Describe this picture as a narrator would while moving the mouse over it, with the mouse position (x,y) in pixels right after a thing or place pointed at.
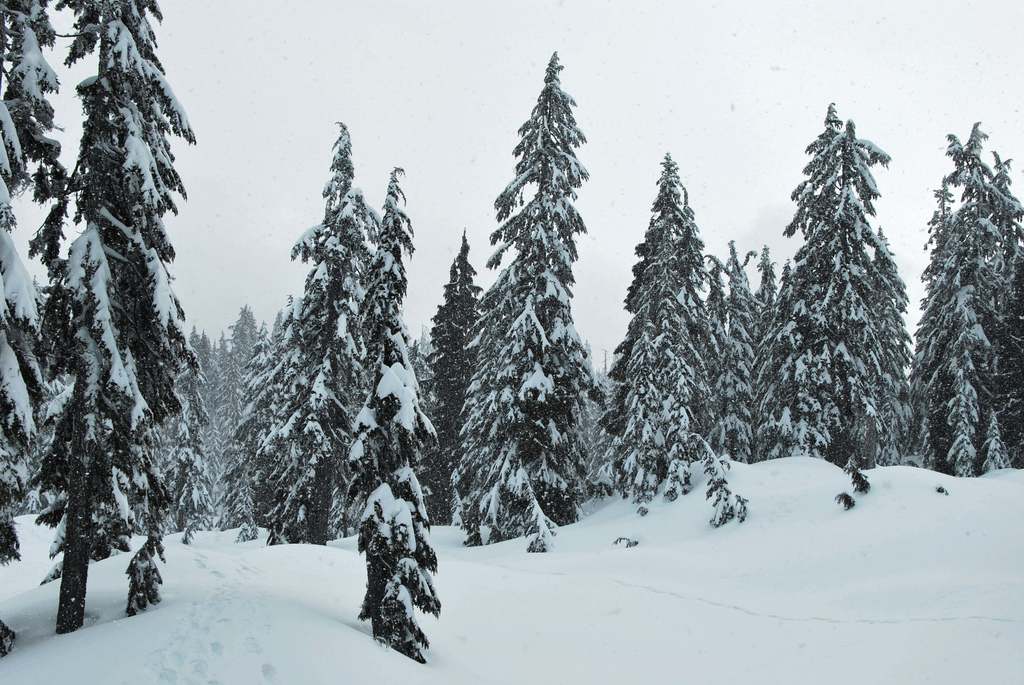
In the image we can see trees (332,392), snow (740,595) and the sky (453,168).
